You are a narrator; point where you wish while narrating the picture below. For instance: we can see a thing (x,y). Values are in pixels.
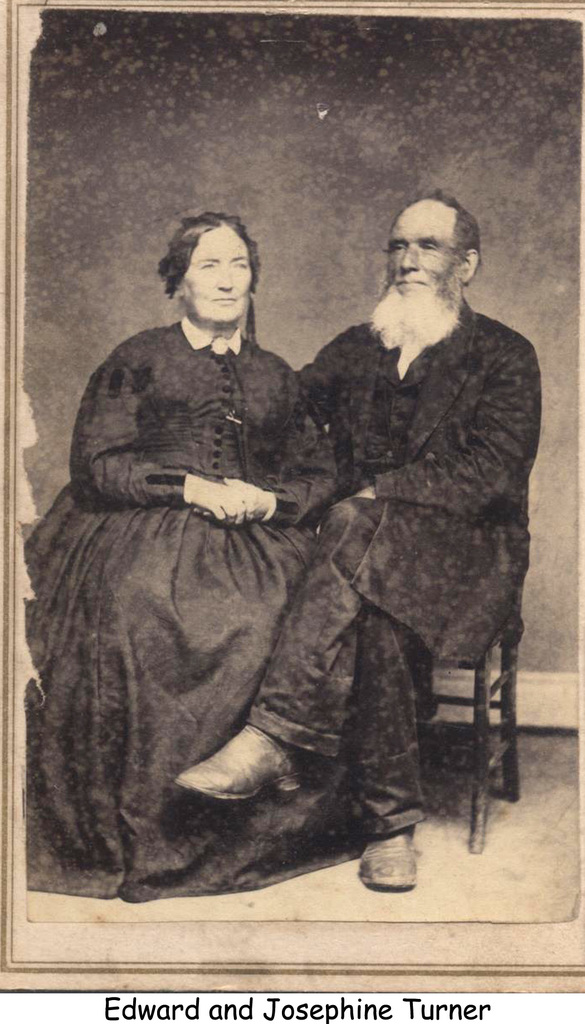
This looks like an old black and white image. I can see the man (450,284) and woman (218,323) sitting on the chairs (459,702). I think this is the watermark (433,1011) on the image.
